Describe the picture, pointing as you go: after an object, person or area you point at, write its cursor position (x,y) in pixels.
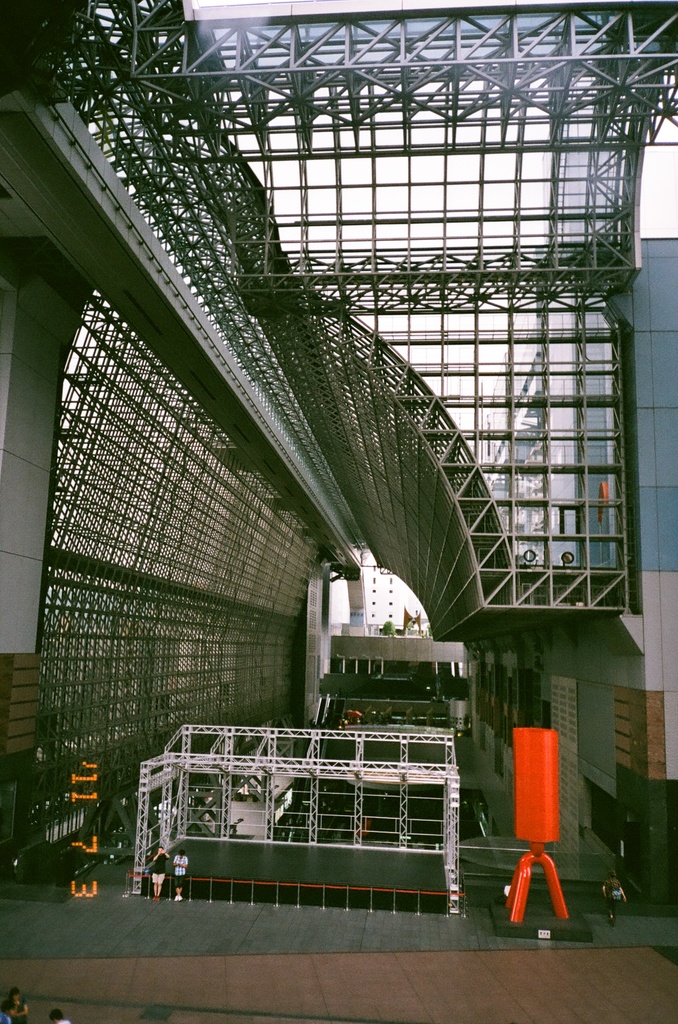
In this picture we can see people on the ground (221,952), here we can see metal rods (297,908), wall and some objects (373,889).
